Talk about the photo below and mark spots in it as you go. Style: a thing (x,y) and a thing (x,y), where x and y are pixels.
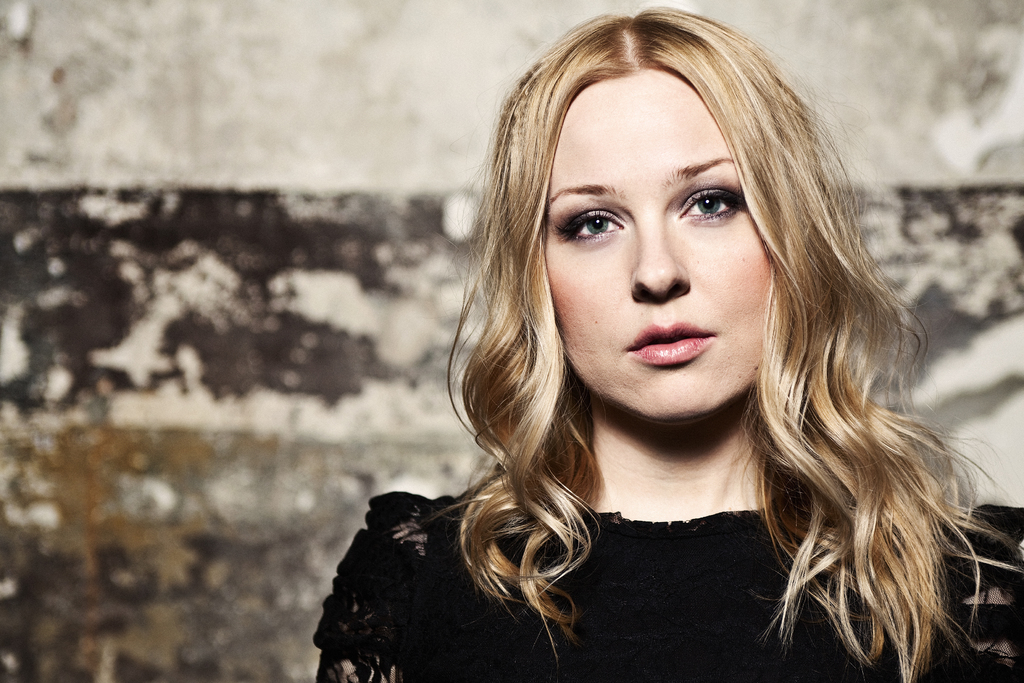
Here we can see a woman (598,204) and in the background (265,428) the image is not clear but we can see the wall (357,347).
